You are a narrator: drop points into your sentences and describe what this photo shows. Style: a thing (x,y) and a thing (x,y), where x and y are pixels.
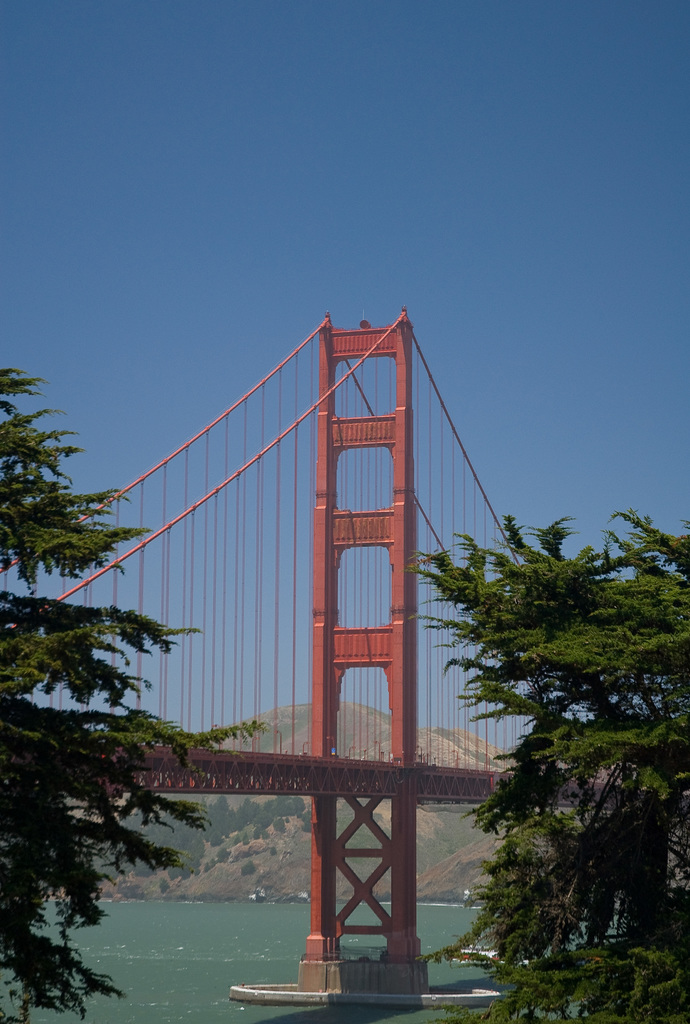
On the left (69,509) and right side (512,920) we can see trees (507,893). In the background (328,421) there is a bridge (323,438), boat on the water (452,973), trees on the mountain (353,752) and sky (314,315).
